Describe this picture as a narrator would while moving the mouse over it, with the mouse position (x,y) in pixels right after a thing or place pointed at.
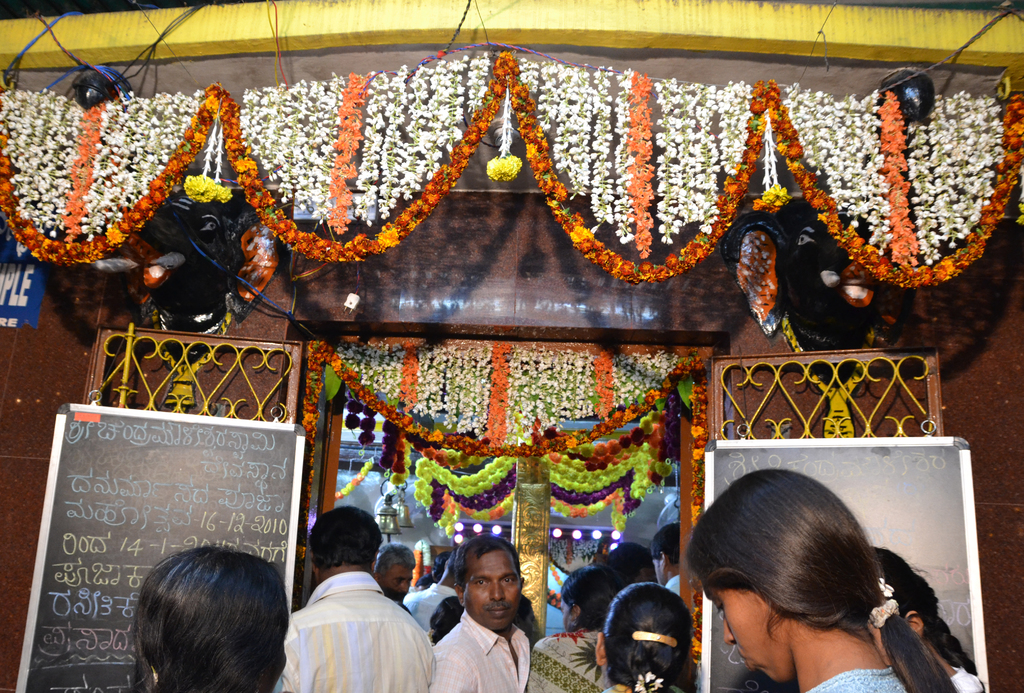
At the bottom (507,645), I can see many people (402,624) standing. There are two boards (131,487) on which I can see the text (111,496). Here I can see a construction (361,301) which is decorated with flowers (342,137). It seems to be a temple (510,145). Inside there is a pillar (536,531) and few lights (571,538).
